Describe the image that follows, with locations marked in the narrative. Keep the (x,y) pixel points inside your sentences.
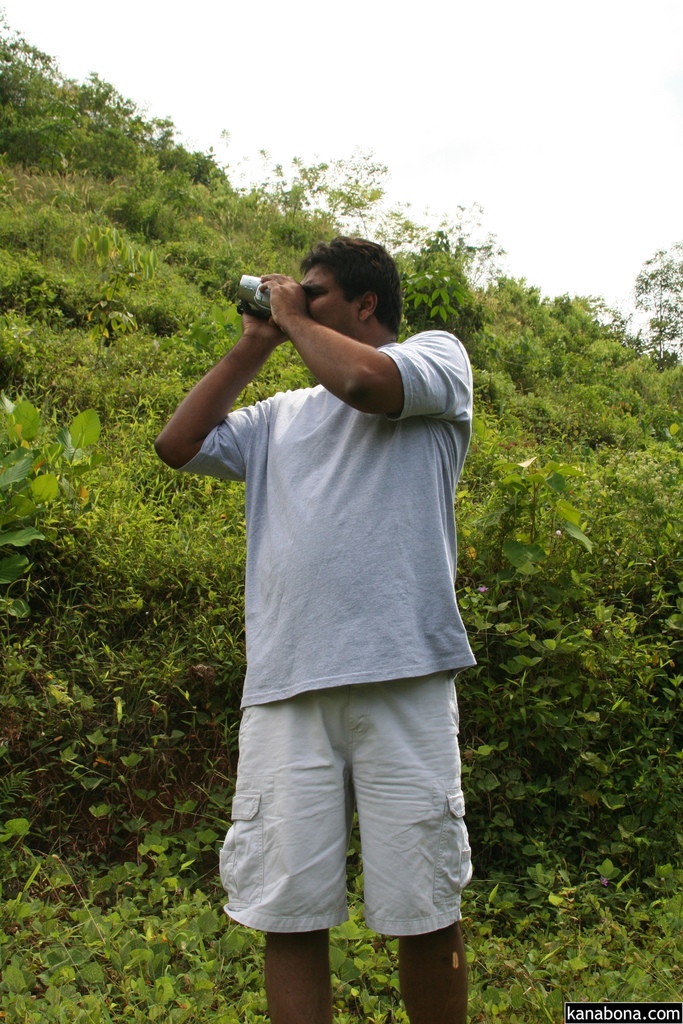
In this picture there is a man (336,317) in the center of the image (332,344), he is taking a photo and there are plants (6,534) around the area of the image.
